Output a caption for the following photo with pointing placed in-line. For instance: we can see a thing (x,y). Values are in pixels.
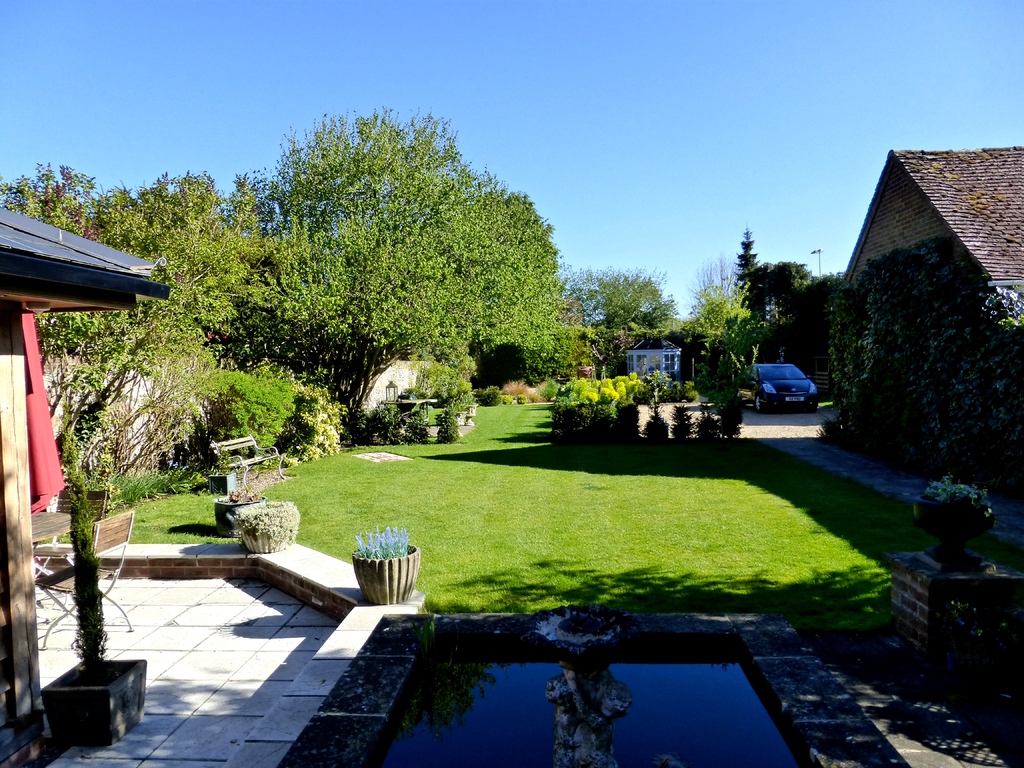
In this picture I can see a vehicle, there are chairs (110,542), table (72,524), bench (262,457), plants (1023,425), grass (696,481), trees (712,334), houses (22,511), water (641,668), and in the background (683,131) there is sky (683,131).
